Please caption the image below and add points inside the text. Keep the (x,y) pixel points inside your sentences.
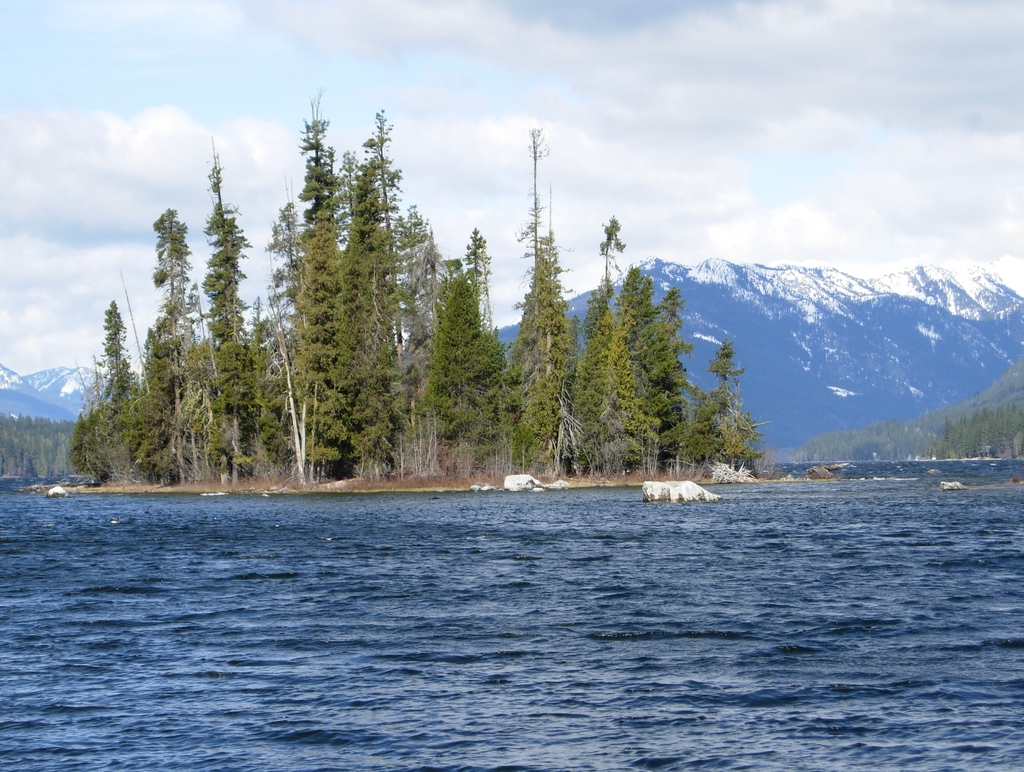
In this image I can see lake of water (569,496) and number of trees (92,419). In the background (22,409) I can see mountain (1004,298) and the sky (274,51) with clouds (530,80).
